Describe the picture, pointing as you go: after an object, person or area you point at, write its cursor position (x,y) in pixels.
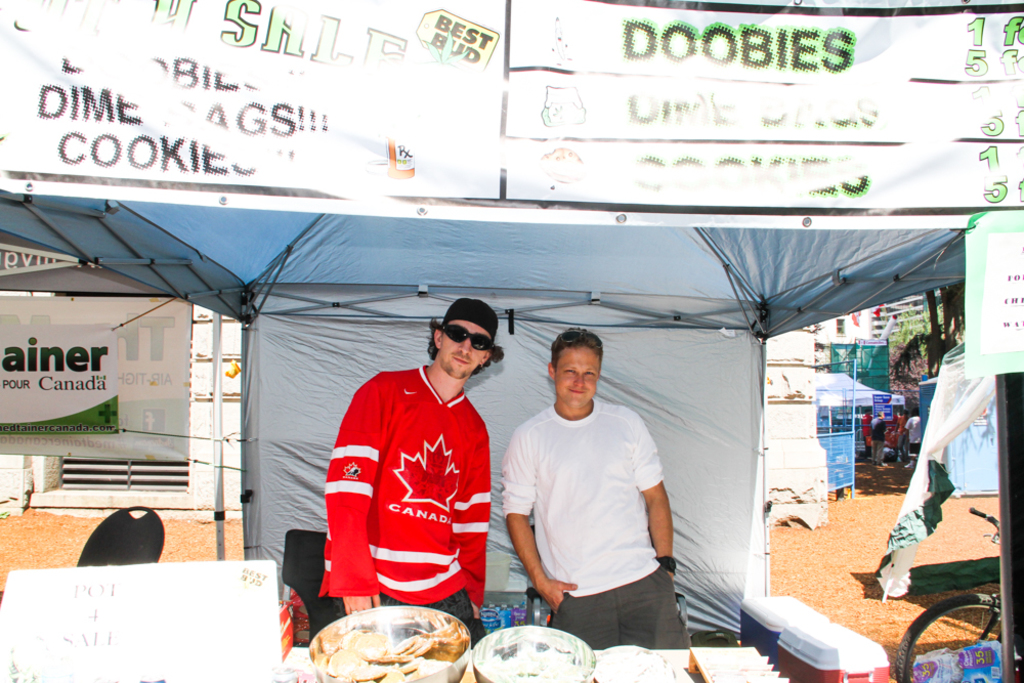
In this picture there are two men (600,495) in the center of the image (360,398), in a stall (678,479) and there are other stalls (110,293) on the right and left side of the image (43,256) and there is a poster (683,78) at the top side of the image (333,94), there are cookies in the bowls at the bottom side of the image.
